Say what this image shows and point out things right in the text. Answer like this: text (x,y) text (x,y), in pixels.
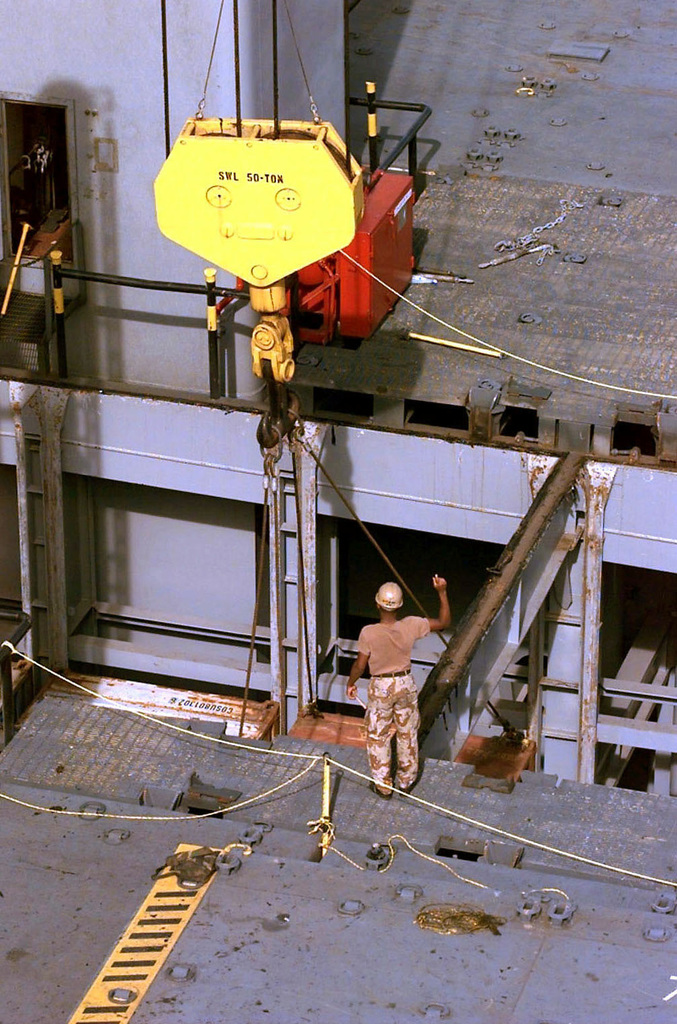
In this picture I can see a man (415,758) is standing. The man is wearing helmet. Here I can see some machines (253,227) and wires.
